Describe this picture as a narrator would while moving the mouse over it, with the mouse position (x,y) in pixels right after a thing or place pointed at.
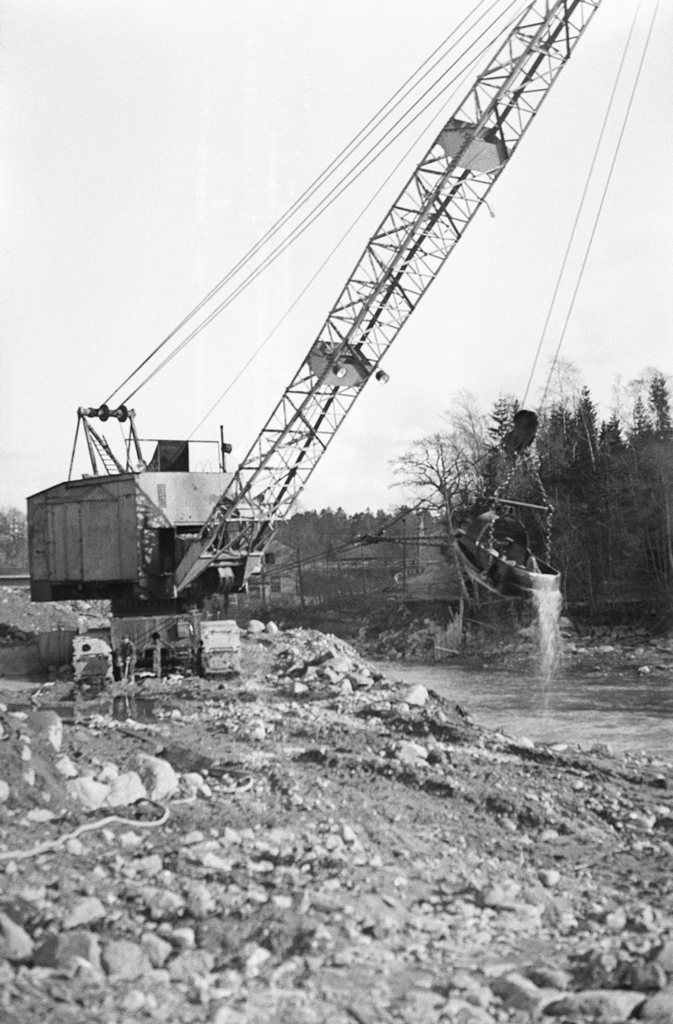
In this picture we can see people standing near to the crane (180,635). This crane (198,620) is lifting the bucket (529,588) with the help of the ropes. Here we can see water (554,712). In the background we can see many trees (649,545). On the top (167,115) there is a sky (169,99). On the bottom (561,775) we can see stones (222,1018).
